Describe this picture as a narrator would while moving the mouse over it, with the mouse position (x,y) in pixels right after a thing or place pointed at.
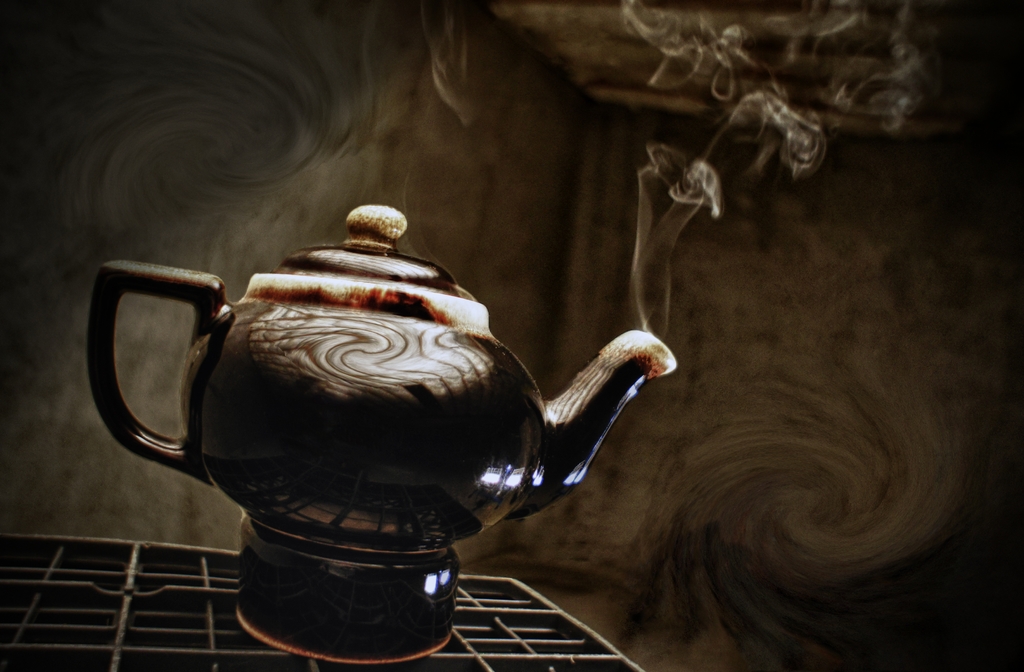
In the image there is a tea kettle (507,388) on a grill (187,666) with smoke (655,283) coming out of it and the background (37,431) is blurry.
